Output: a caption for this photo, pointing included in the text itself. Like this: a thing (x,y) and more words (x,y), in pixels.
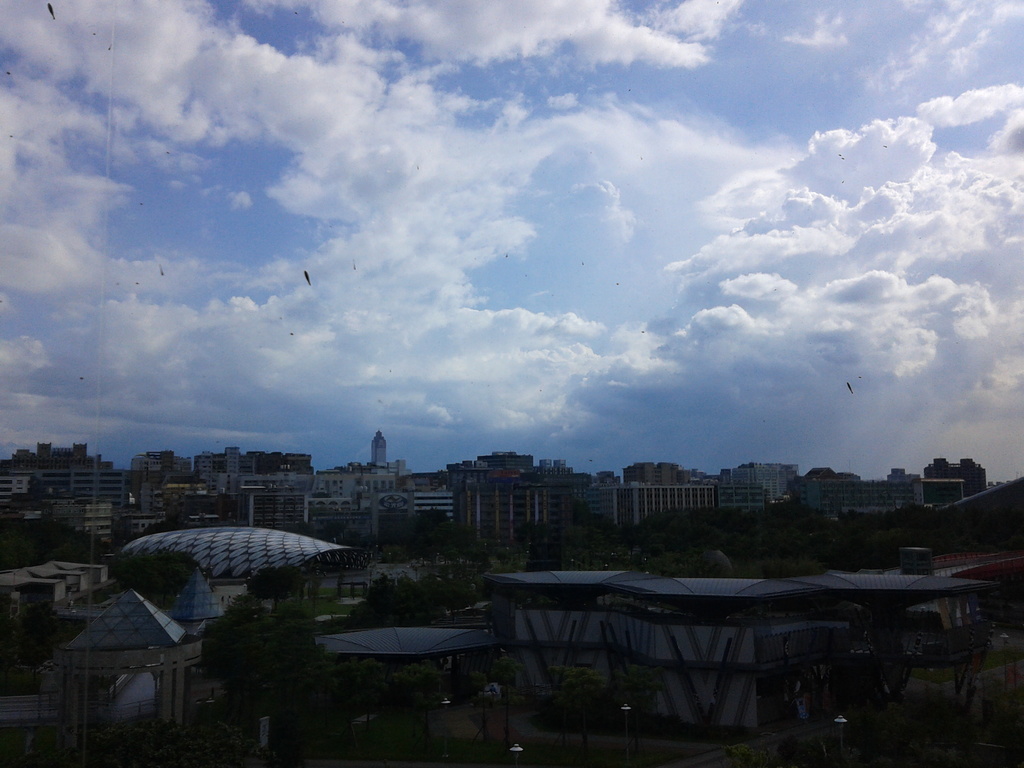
In this picture the sky (503,401) is blue at the top (512,213) & at the bottom (753,514) we can see many houses (795,647), buildings (791,633), trees (454,554) in the dark.
